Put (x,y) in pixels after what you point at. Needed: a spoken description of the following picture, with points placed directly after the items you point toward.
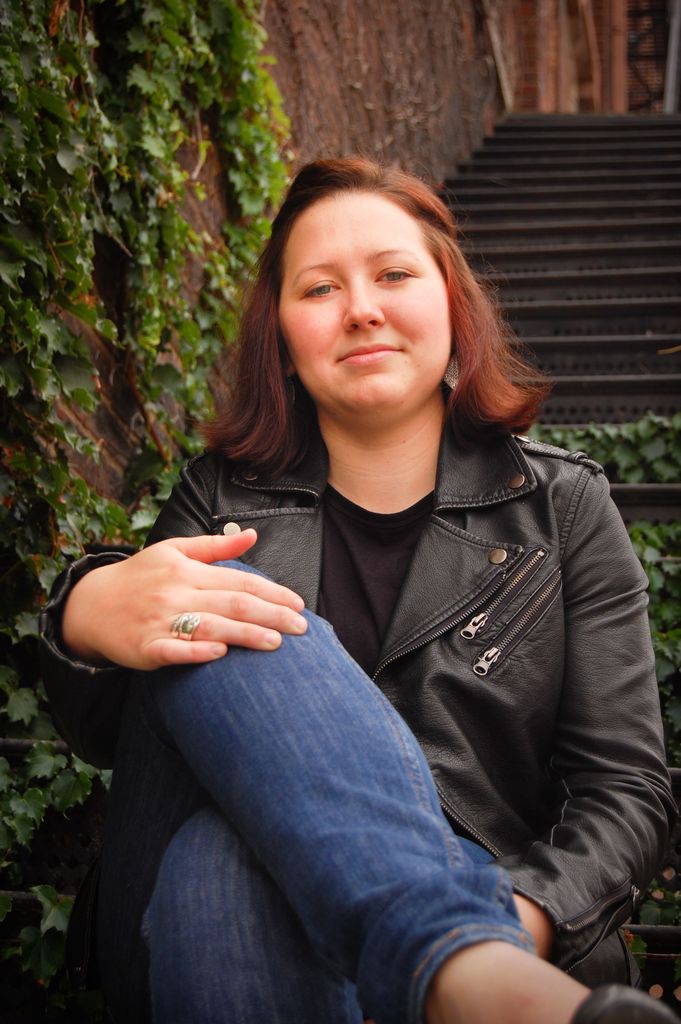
In this image we can see a lady (380,833) sitting. On the left (168,310) we can see creeper plants (196,339). In the background (580,236) there are stairs (626,355) and a wall (440,110).
